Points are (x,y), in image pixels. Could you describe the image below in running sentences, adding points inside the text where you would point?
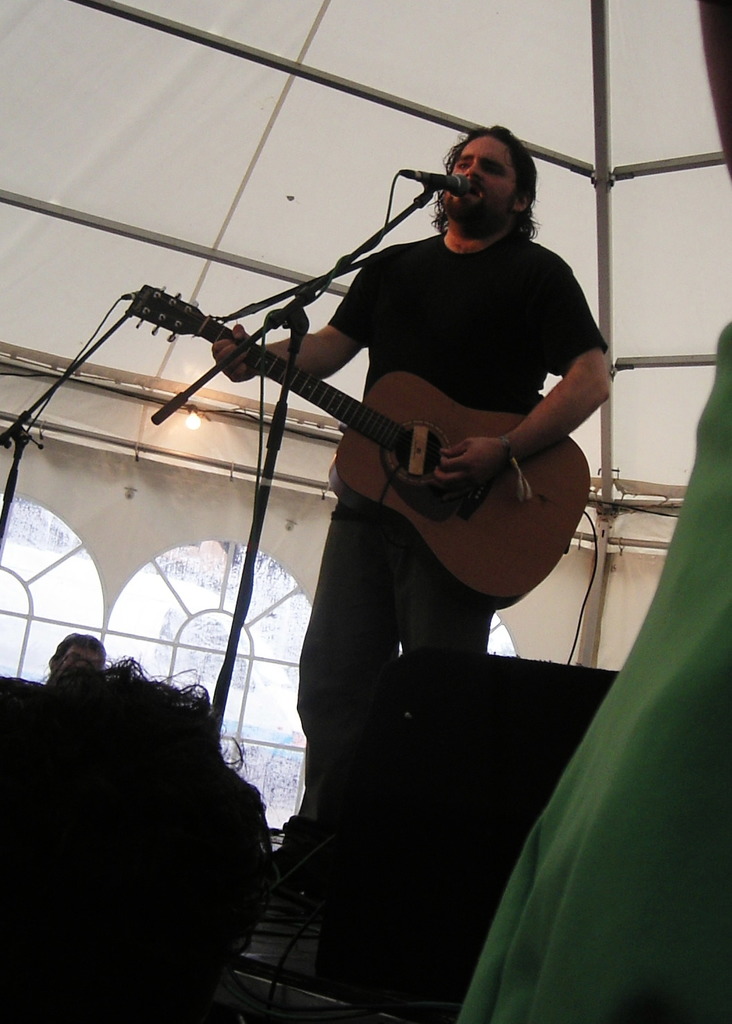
There is a person (542,303) standing at the center (376,589) and he is holding a guitar (509,572) in his hand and he is singing. There is a man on the left side (33,699).
